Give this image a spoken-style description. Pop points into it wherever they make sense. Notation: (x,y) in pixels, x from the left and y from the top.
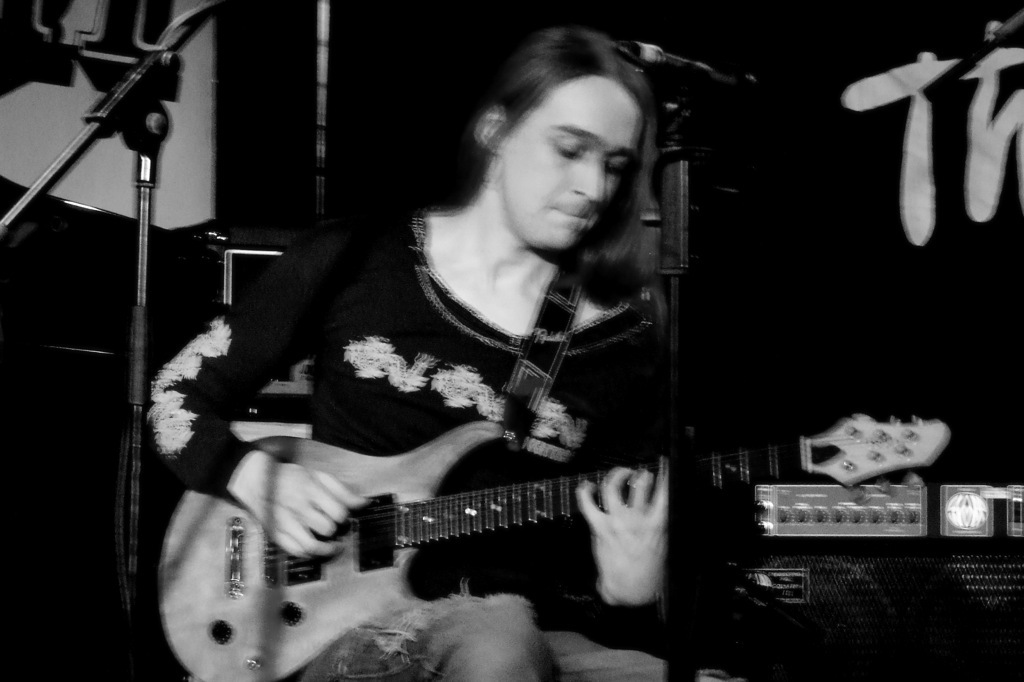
This is a black and white picture i could see a lady (590,380) holding a guitar (485,521), in front of her there are mics (670,298) and in the background (872,75) there is white color text (906,177) written.
